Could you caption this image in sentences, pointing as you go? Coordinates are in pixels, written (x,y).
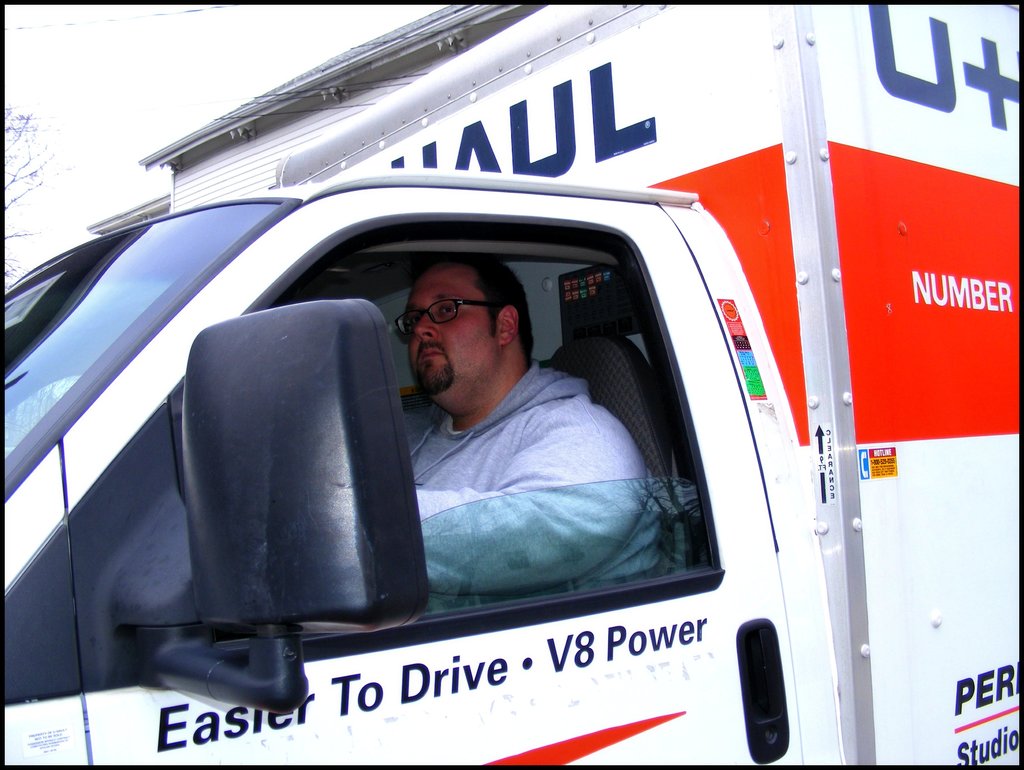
In this picture we can see a vehicle (878,587) in the front (880,620), there is a person (555,541) sitting in the vehicle (724,604), on the left side (26,179) we can see branches (27,158) of a tree (25,157), at the right bottom (1006,680) there is some text (1014,690).
